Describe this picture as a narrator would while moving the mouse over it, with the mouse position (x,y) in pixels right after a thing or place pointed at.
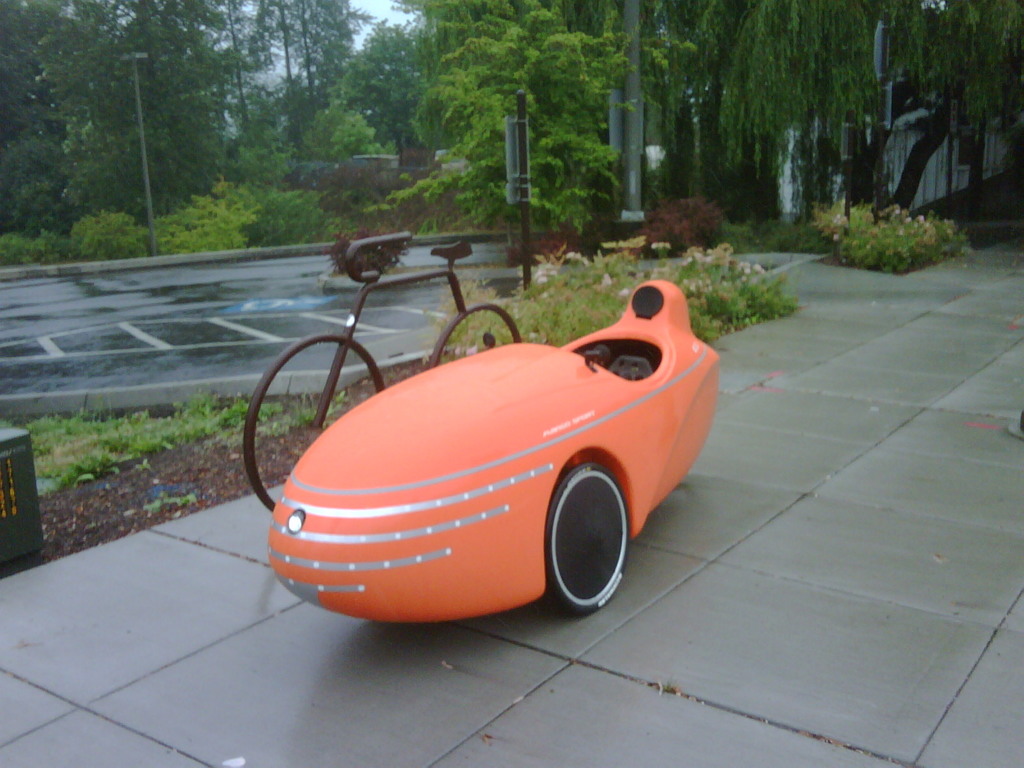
In this image I can see few vehicles (532,379) on the road (799,538). I can see few poles (628,49), sky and few trees (645,137) in green color.
